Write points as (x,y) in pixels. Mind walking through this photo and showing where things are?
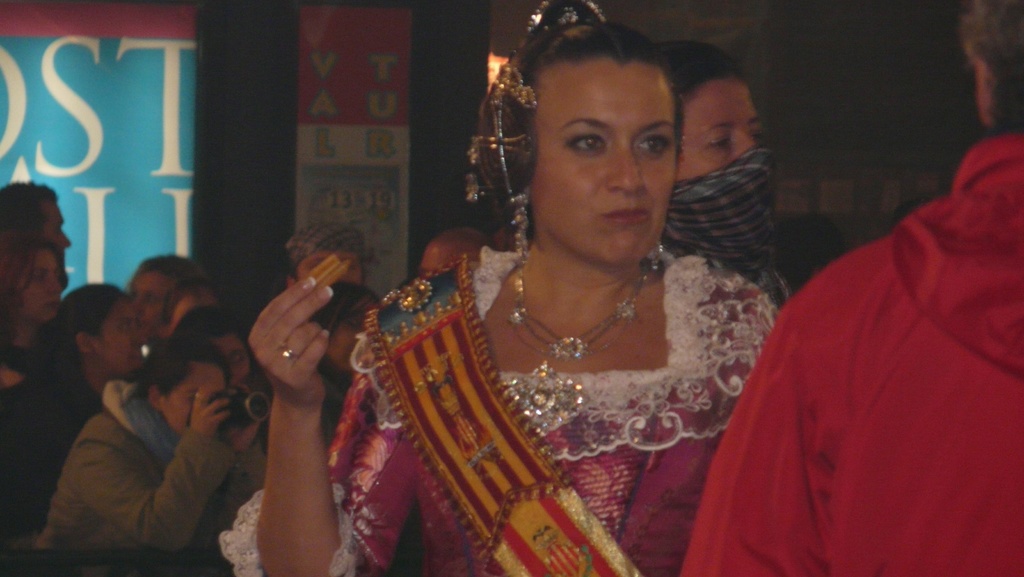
In this image we can see a group of people (846,369) standing. One woman (184,392) is holding a camera (235,411) in her hand (222,408). One woman (411,319) is holding food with her. In the background (68,97), we can see a screen (140,127) and banner (357,145) with some text (169,166) on it.
